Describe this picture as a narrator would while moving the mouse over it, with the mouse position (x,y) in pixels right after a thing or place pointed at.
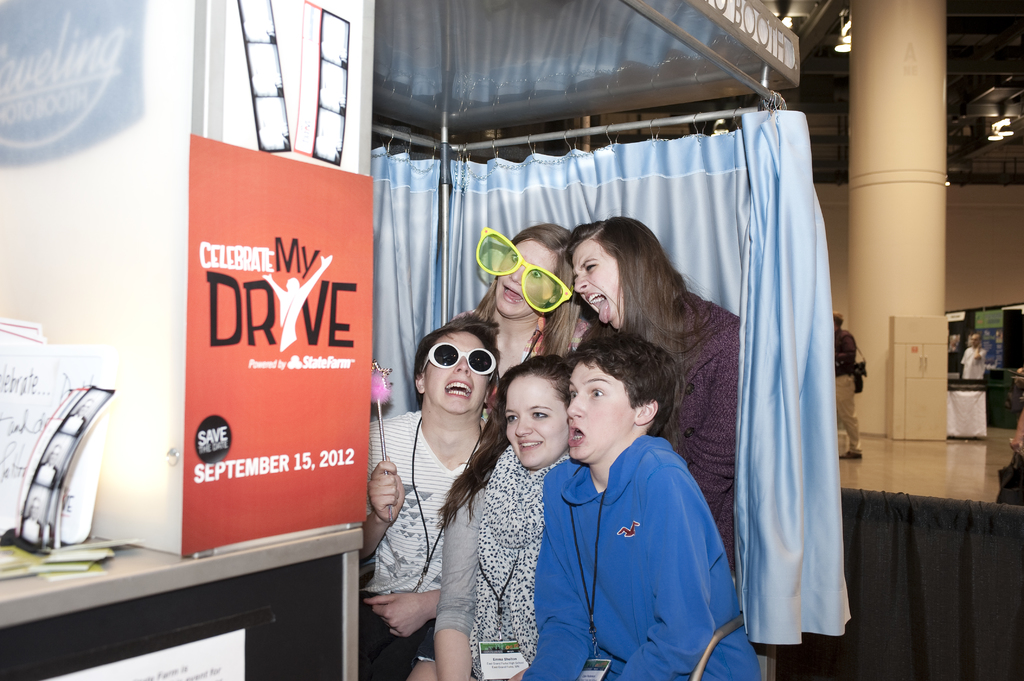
In the image we can see there are people (582,391) sitting in a booth (405,392) and there are few people (479,339) wearing goggles (561,282). The people (521,306) are wearing id cards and there is a person (846,365) standing on the floor (953,456). There is banner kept on the wall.
